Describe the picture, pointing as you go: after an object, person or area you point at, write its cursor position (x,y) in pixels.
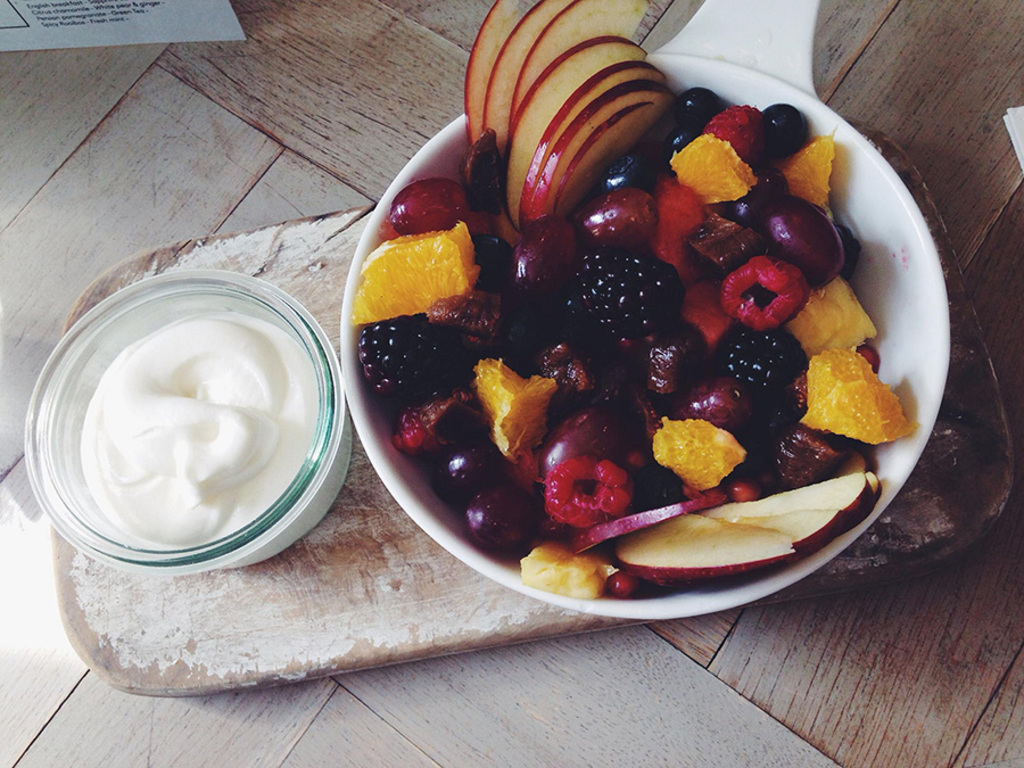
In this image I can see a bowl (932,305) of fruits (651,368) and a bowl (256,433) of food item (185,452) on a wooden object (414,585).
